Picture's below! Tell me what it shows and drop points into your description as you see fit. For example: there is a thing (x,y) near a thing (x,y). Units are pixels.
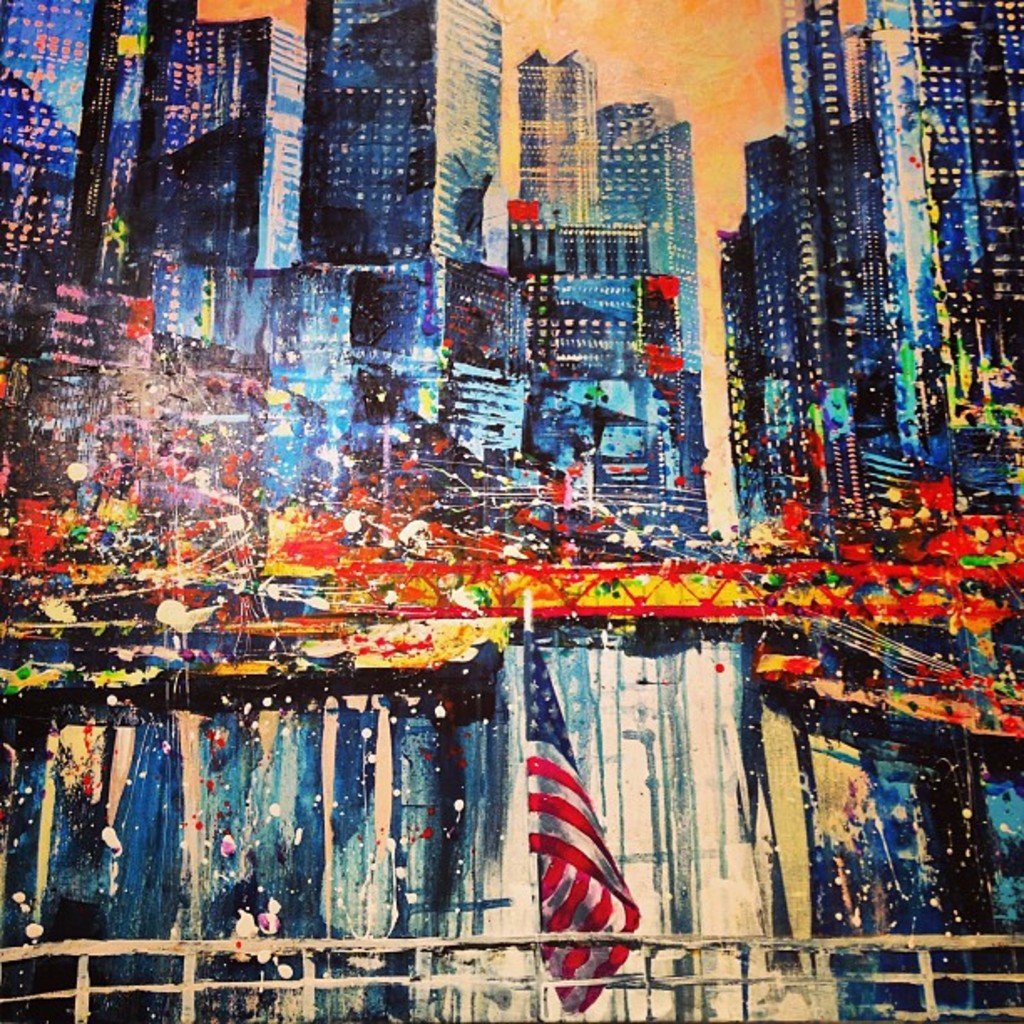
In this image I can see the painting (664,442). I can see a flag (560,756), the railing (738,941), a bridge (429,590) and few buildings (749,388). In the background (668,93) I can see the sky (648,86).
